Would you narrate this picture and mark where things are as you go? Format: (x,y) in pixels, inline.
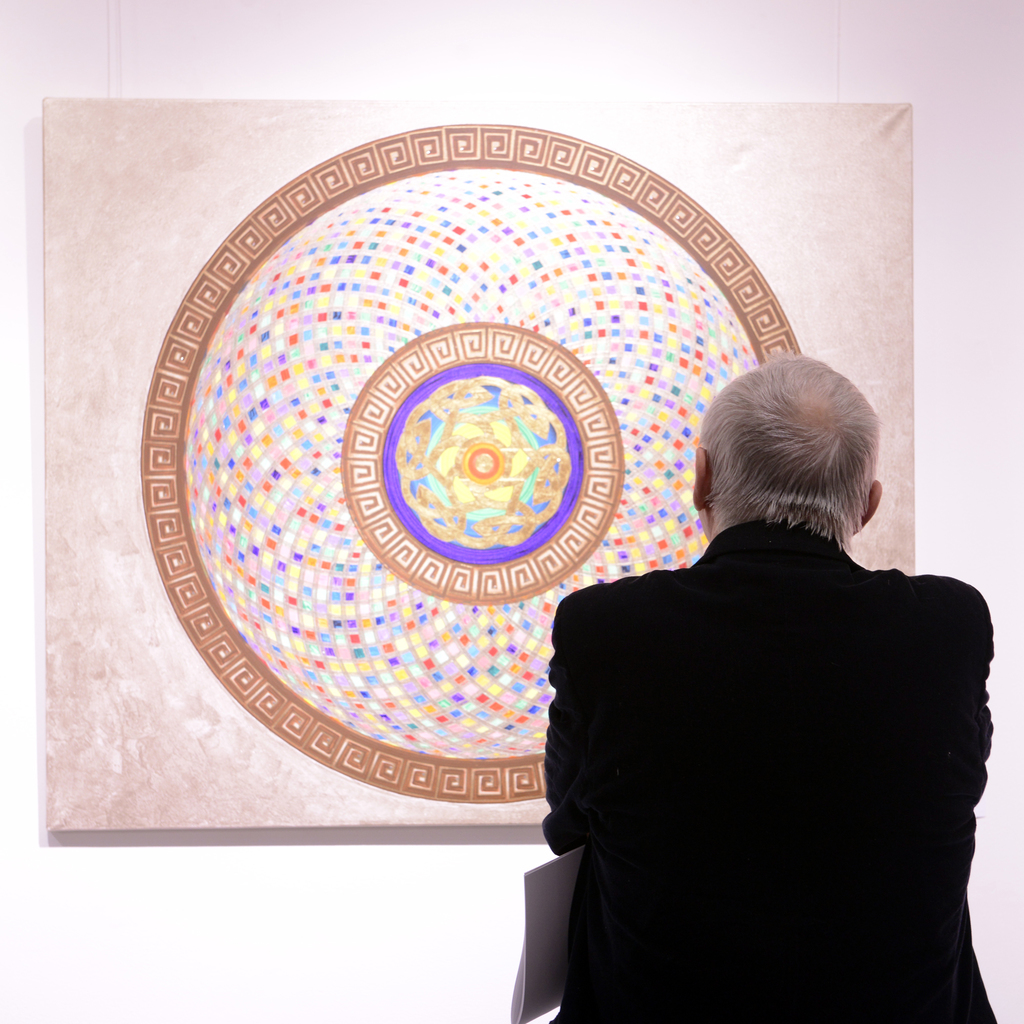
In this image, I can see a person (697,825) and there is a board (395,586) attached to the wall (29,492).
